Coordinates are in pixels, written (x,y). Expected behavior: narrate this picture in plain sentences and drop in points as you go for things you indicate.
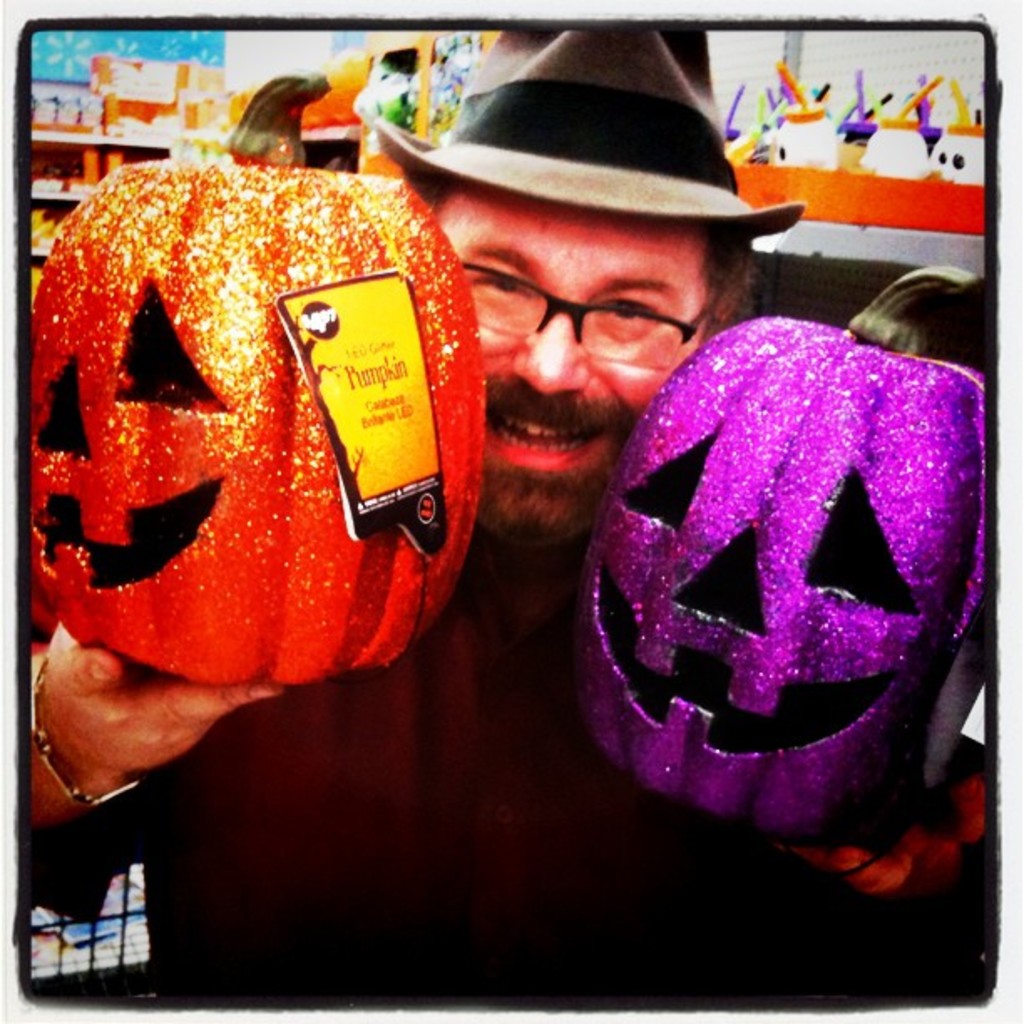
In the center of the image (612,431) we can see a man (525,766) standing and holding pumpkins (754,607) in his hand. He is wearing a hat (672,164). In the background (908,187) there is a shelf (889,192) and we can see things (799,119) placed in the shelf (78,131).
